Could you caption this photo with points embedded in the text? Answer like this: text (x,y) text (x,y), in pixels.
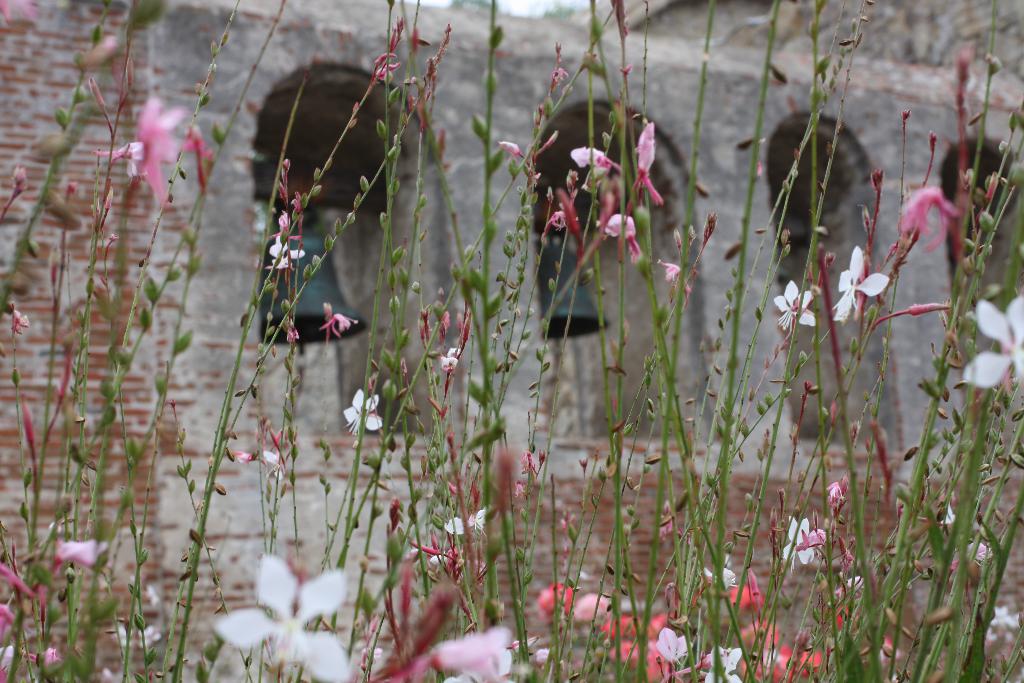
In this image we can see some plants (484,399) with flowers (295,660) and buds (427,340) on it, in the background (911,73) we can see a building (327,403).
